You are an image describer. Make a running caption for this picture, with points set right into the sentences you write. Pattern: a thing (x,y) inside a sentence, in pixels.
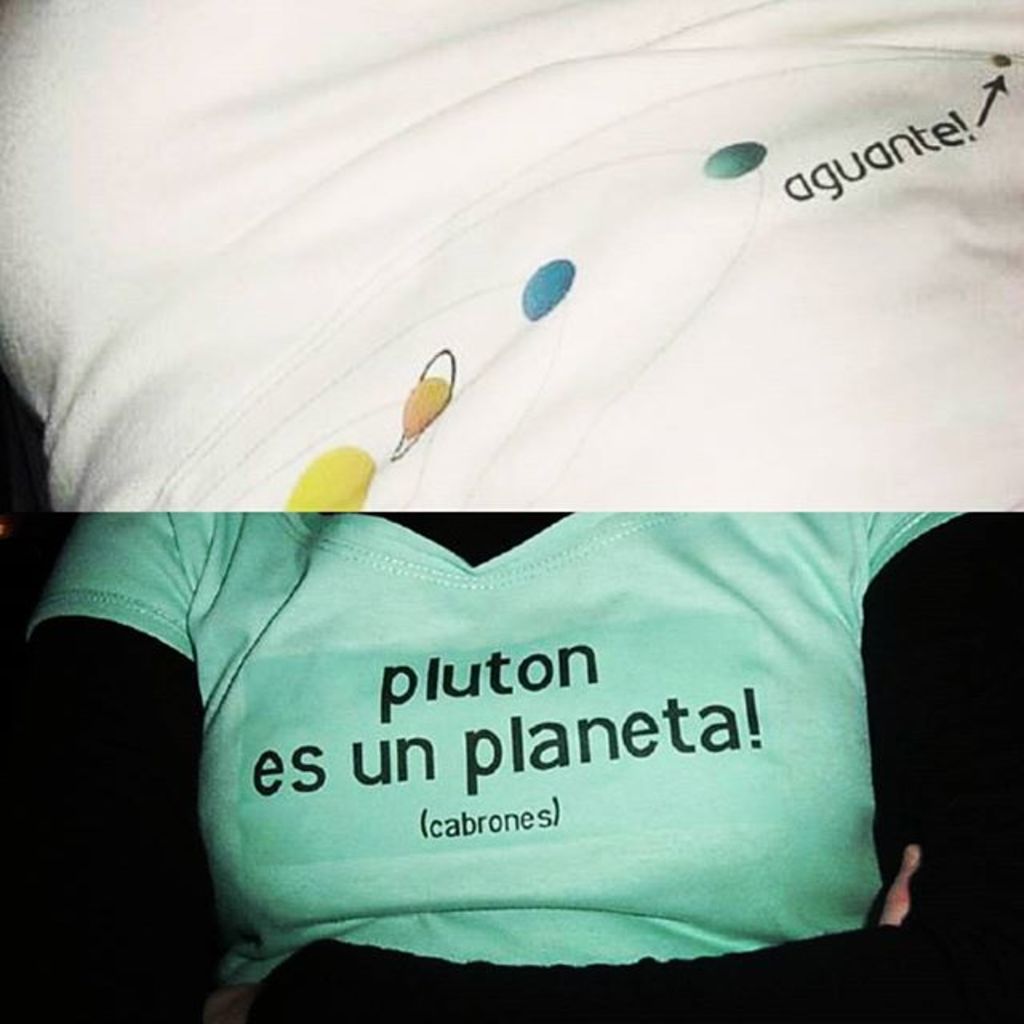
This is a collage image. Here I can see two pictures. In the top (163,199) picture I can see a white colored cloth (265,130) on which I can see some text (835,163). In the bottom (476,873) picture I can see a person (573,606) wearing a t-shirt (218,622). On the t-shirt (646,732) I can see some text (629,732).
